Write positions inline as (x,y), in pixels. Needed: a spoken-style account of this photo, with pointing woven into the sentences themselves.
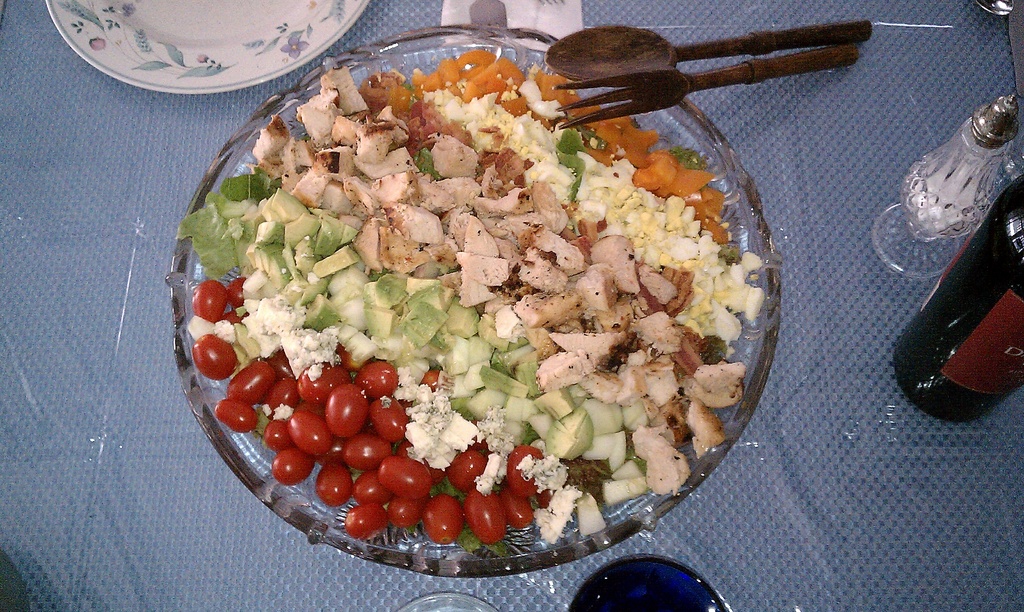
In this image there is salad (419,312) and chicken (475,206) in a bowl (455,270) with a spoon (625,70) and fork (639,83) beside it, the bowl (635,118) is on top of the table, beside the bowl (744,251) there are plates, napkin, salt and a bottle of wine (919,332).
